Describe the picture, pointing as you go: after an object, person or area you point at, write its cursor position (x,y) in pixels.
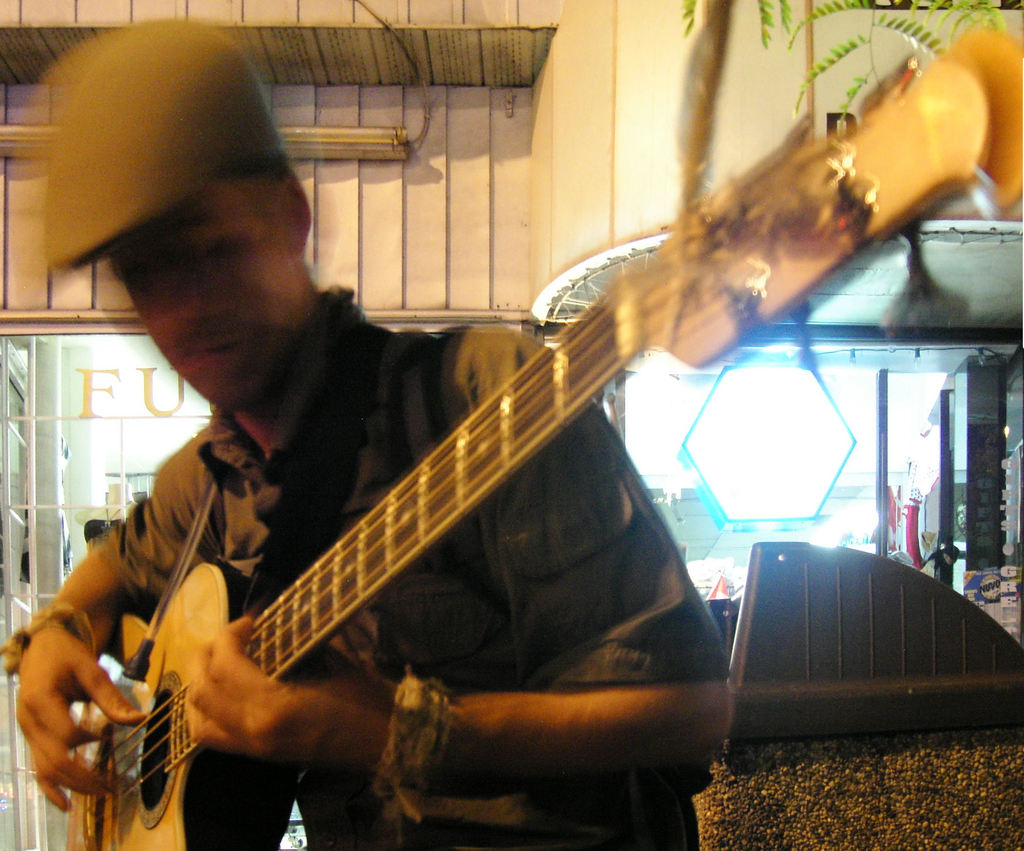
As we can see in the image there is a man (222,481) holding guitar (370,571).
